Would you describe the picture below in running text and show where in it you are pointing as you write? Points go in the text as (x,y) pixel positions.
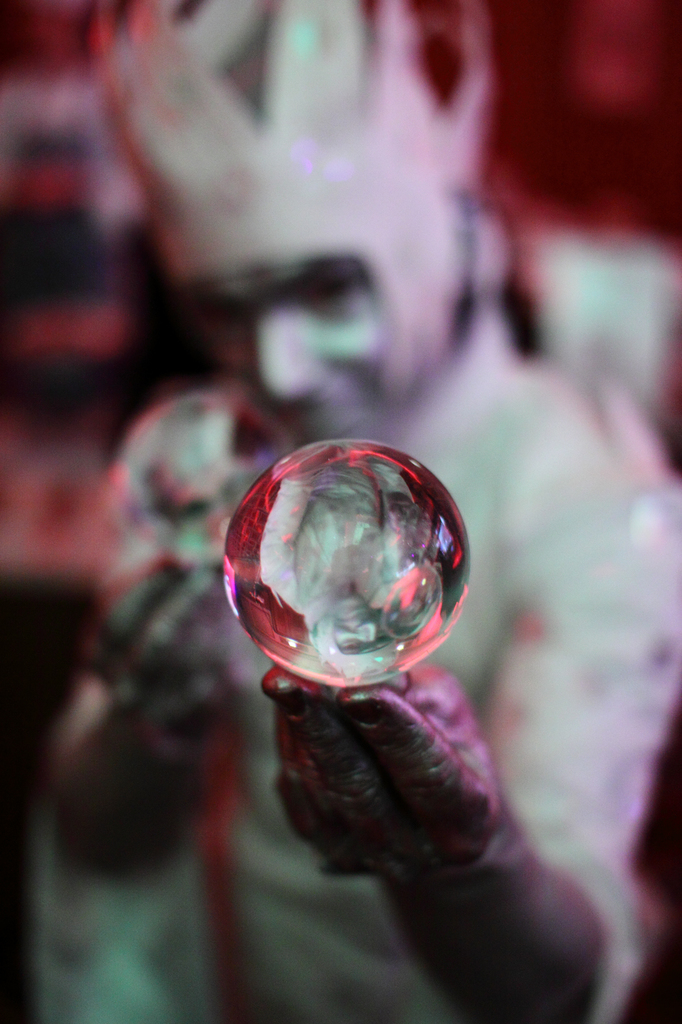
In the foreground of this image (276,410), there is a person (140,792) holding a transparent ball (372,618) in the hand (425,725) and the background (627,108) is blurred.
